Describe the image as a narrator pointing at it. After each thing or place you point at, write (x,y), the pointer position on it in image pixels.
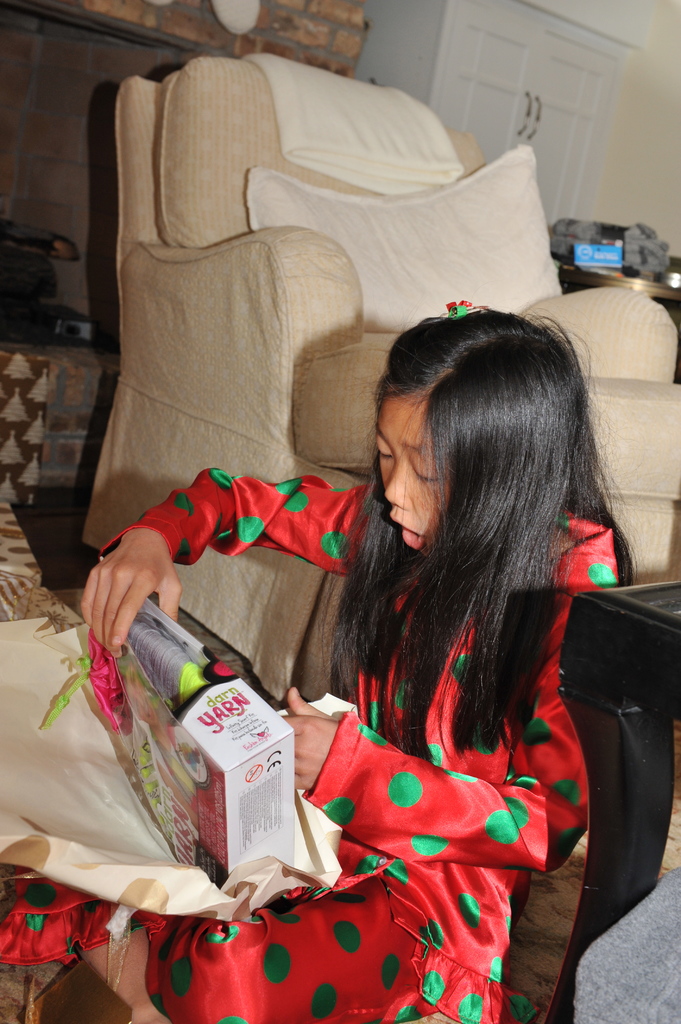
In this picture there is a girl (505,995) who is sitting on the floor (529,936), in the center of the image (435,412), by holding a box (147,626) in her hand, there is a sofa (340,347) in the center of the image (326,348) and there is a door (522,103) at the top side of the image (571,157), there is a table (596,285) on the right side of the image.
